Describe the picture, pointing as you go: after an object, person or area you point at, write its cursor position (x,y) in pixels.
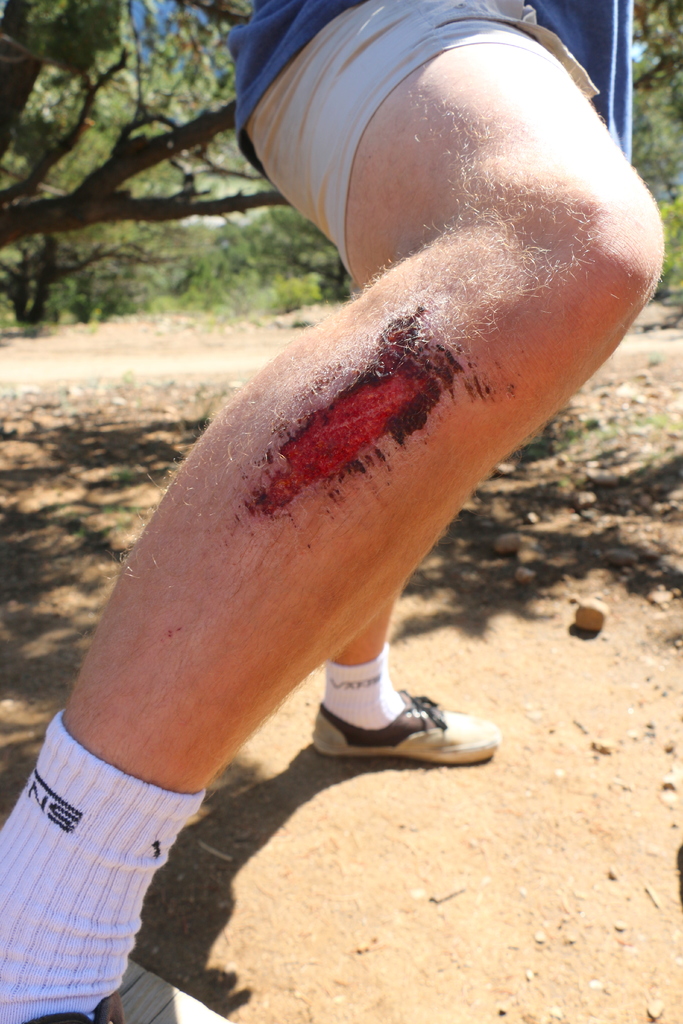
In the picture we can see a person's leg (145,629) with a wound (323,440) on it which is red in color and in the background (181,288) we can see some grass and trees (250,281).
